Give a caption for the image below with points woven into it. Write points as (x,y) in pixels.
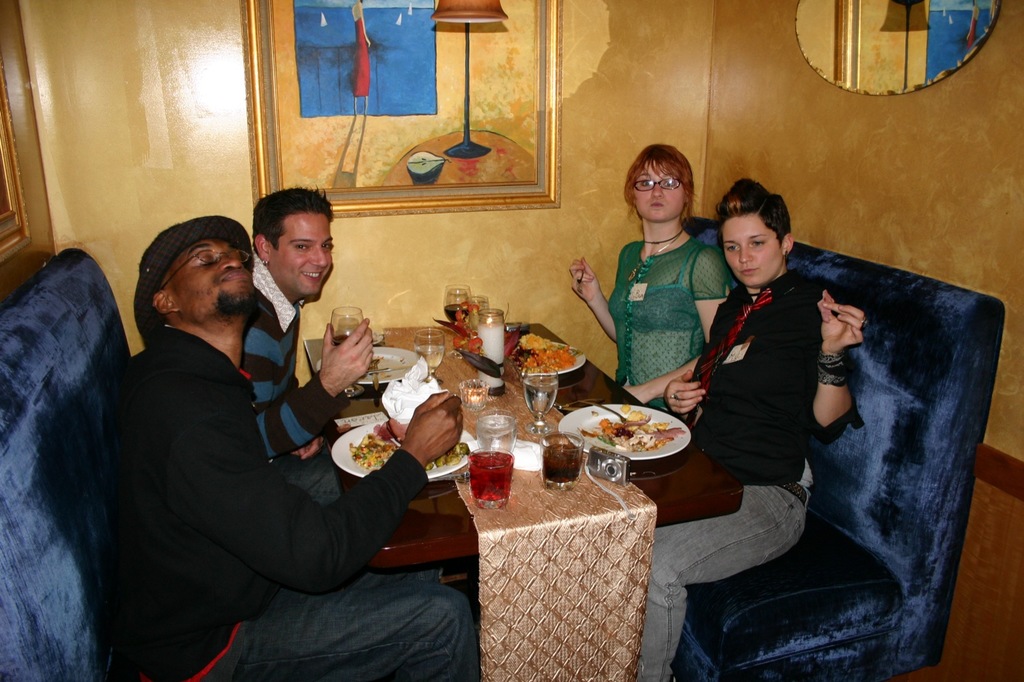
There are two men (281,323) and two women (696,320) sitting on the couch (779,583). This is the table (541,546) covered with a cloth (535,594). There are four plates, glasses (500,459), camera (611,455) and few things (522,447) on it. The couch (34,540) is of blue color. This is a frame (268,80) attached to the wall (212,76). This looks like a mirror (904,71) attached to the wall (930,131).
